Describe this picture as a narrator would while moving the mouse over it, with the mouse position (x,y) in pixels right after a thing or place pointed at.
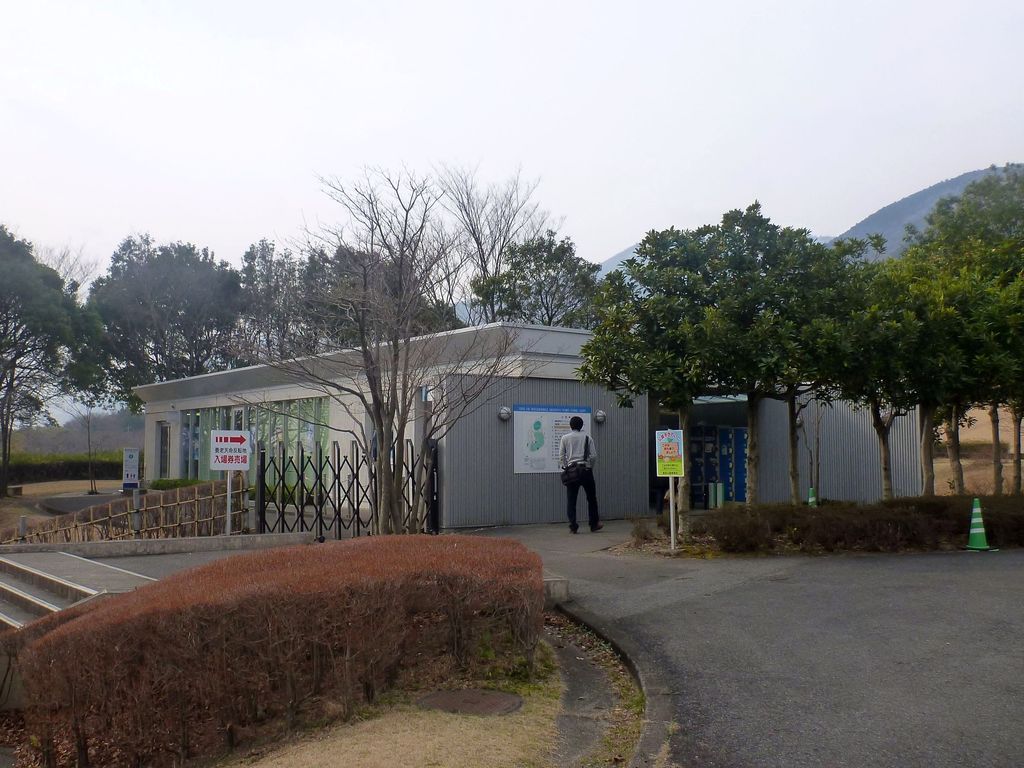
In this image, in the middle (579,463), we can see a man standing on the road (630,578). On the right side (951,460), we can see some trees (1023,312). On the left side (49,588), we can see a staircase (99,594), plant (66,643) window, hoardings (241,449), grill (418,451). In the background (545,429), we can see a tree (446,422), hoardings (562,425), trees (685,383), mountains (943,189). At the top (692,108), we can see a sky (717,145), at the bottom (851,555), we can see a grass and a road (802,695).
